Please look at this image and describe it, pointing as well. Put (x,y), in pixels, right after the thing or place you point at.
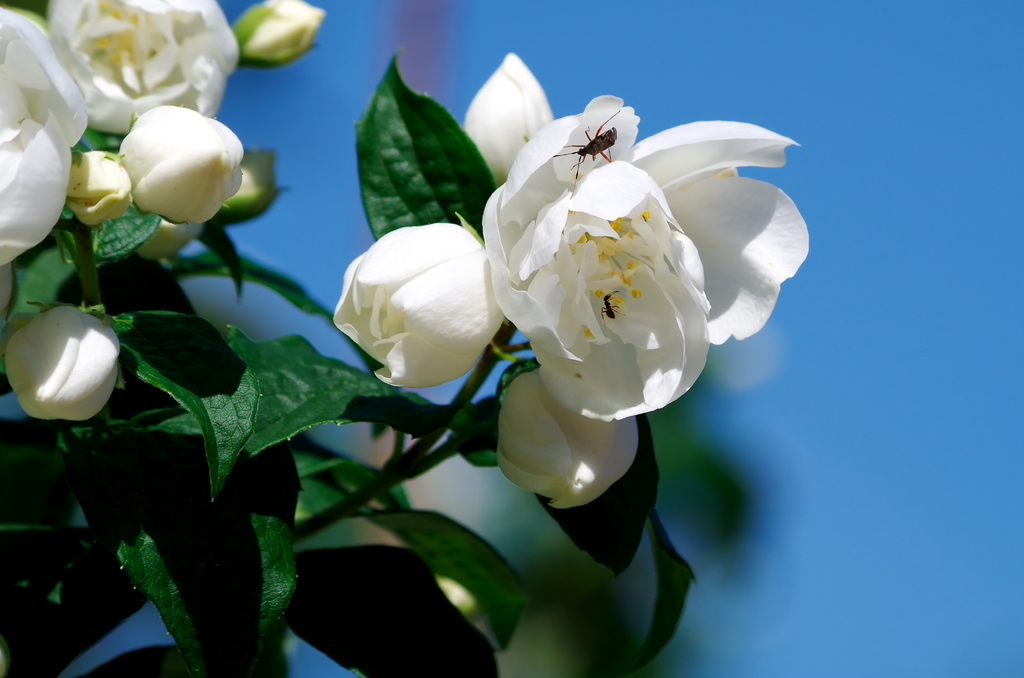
This picture is clicked outside. In the foreground (88,249) we can see the flowers (549,339), buds (217,204) and the green leaves (287,431) of a plant (278,468) and we can see the insects (582,160) on the flower (535,215). In the background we can see the sky (327,47).
